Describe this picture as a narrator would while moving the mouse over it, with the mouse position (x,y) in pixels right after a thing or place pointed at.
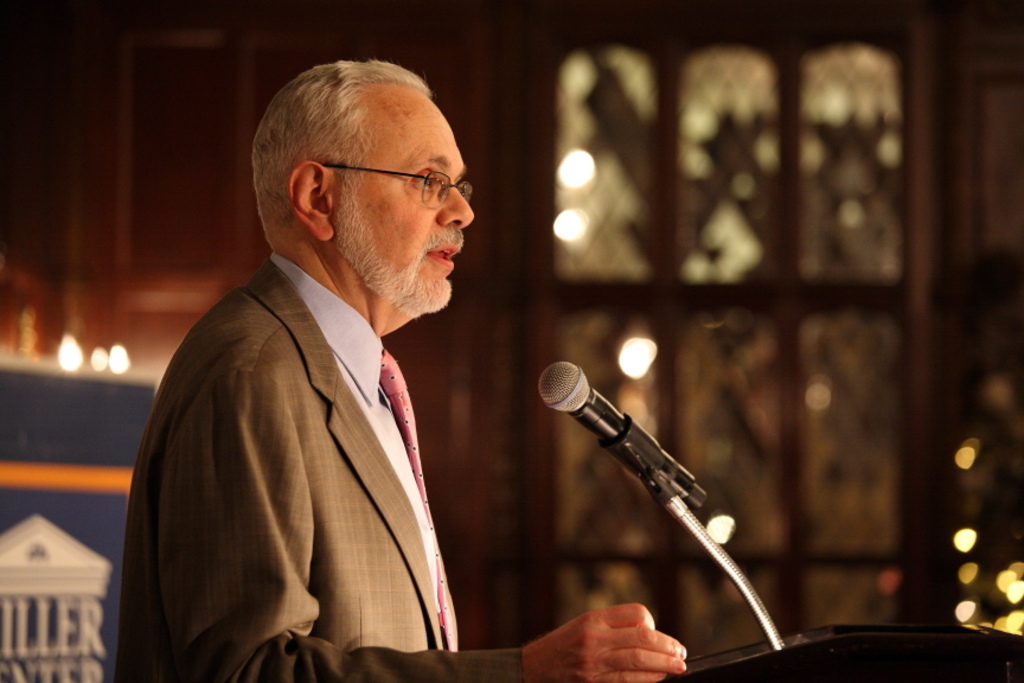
In this image we can see a person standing in front of the podium (933,659), on the podium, we can see a mic (626,434), behind we can see a board (44,413) with some image (79,575) and also we can see the windows (719,458).
